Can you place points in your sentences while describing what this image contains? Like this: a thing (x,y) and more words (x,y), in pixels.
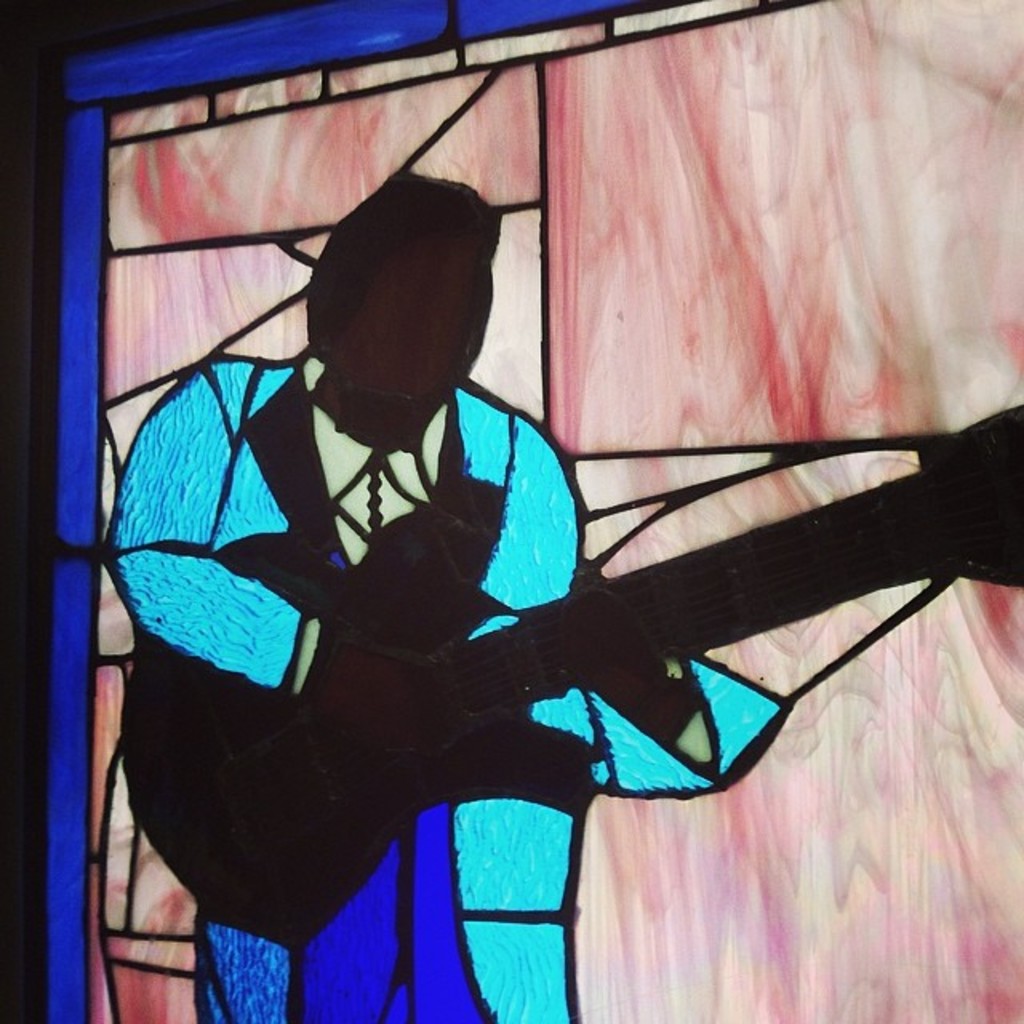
In this picture we can observe a stained glass (311,453). We can observe a shape of human (298,506) holding a guitar (206,704). We can observe blue, black and pink colors in this picture.
